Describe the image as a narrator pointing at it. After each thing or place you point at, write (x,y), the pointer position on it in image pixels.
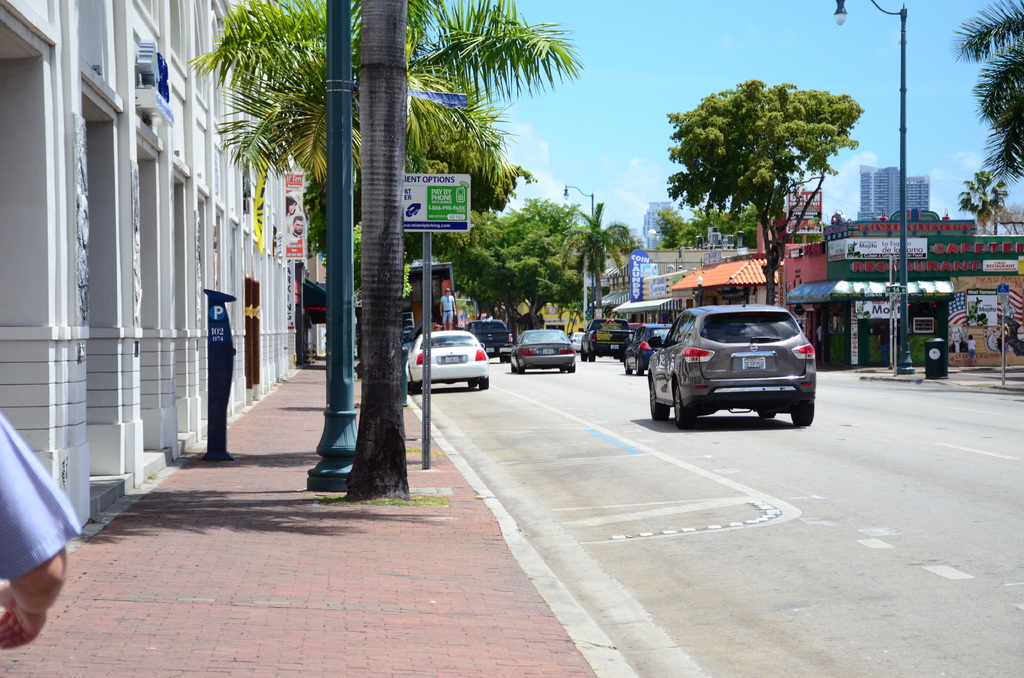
In this image I can see few vehicles (456,338) on the road (579,415). I can see poles (343,130), signboards (431,195), trees (373,192) and banner (290,227). I can see buildings (173,203) and windows (884,206). In front I can see dustbin (932,344), light poles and stores (805,310). The sky (656,94) is in blue and white color.
